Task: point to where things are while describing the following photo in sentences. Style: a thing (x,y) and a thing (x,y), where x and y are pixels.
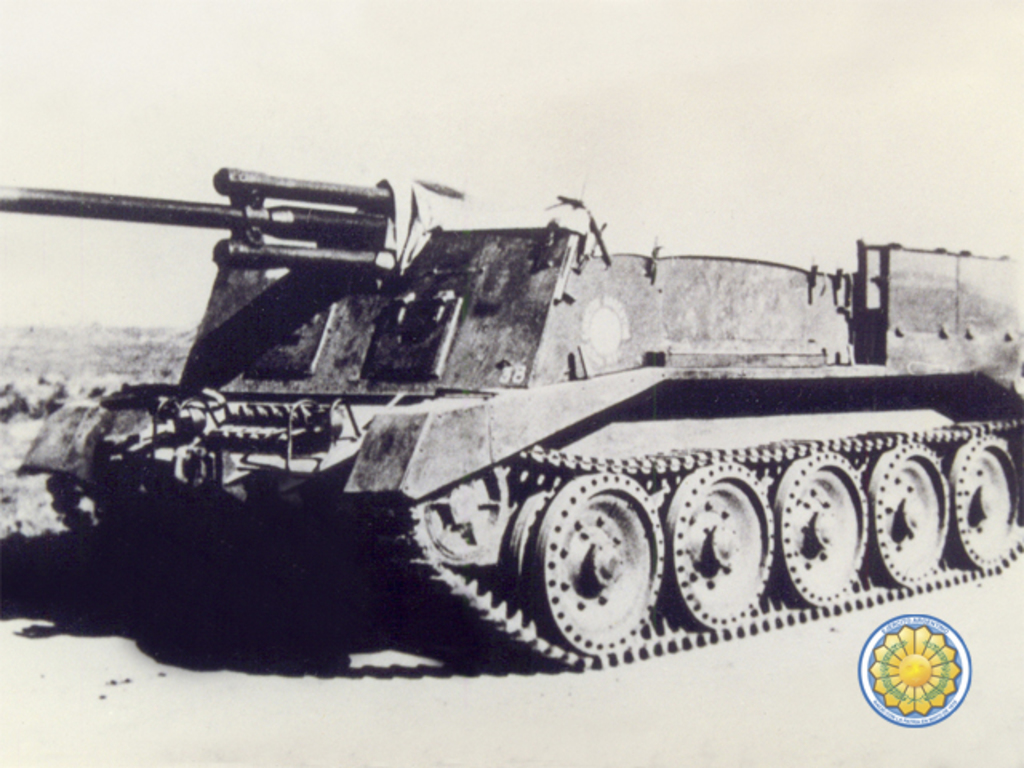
In the picture we can see a black and white photograph of an army tanker (45,440) with a pipe (361,253) and behind it, we can see some rocks (55,408), hills (102,365) and sky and under the tanker (826,491) we can see some symbol (952,674).
